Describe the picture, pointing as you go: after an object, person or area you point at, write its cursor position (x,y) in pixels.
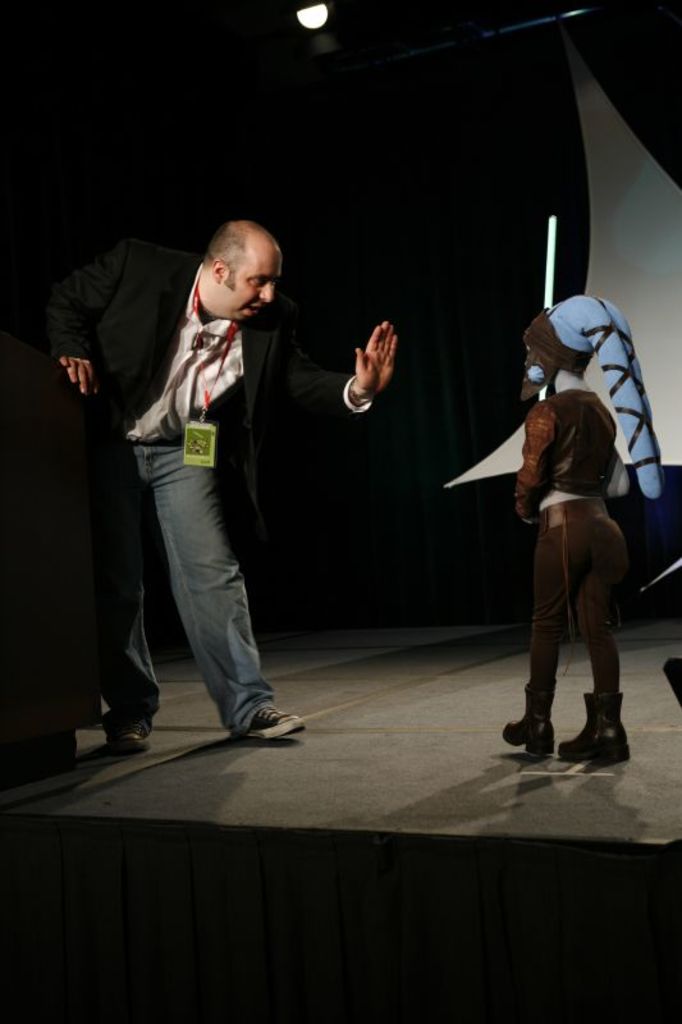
In this image I can see two persons (543,509) on the stage (374,724). In the background (518,411) I can see a curtain (635,486) and a light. This image is taken may be on the stage (331,878) during night.
